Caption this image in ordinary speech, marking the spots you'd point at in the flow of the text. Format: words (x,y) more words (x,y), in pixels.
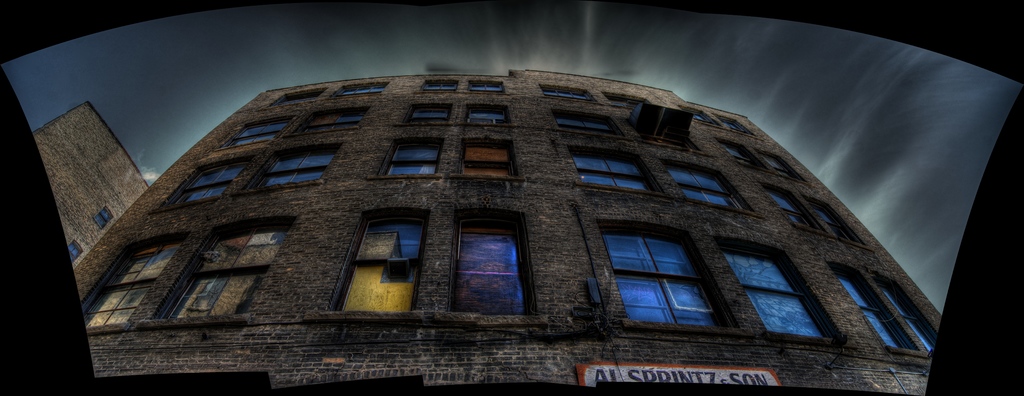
In this picture I can see there is a very big building (583,243) with glass windows (736,270), at the bottom (737,378) there is the name board (668,381). At the top (386,43), it is the sky (616,68).
